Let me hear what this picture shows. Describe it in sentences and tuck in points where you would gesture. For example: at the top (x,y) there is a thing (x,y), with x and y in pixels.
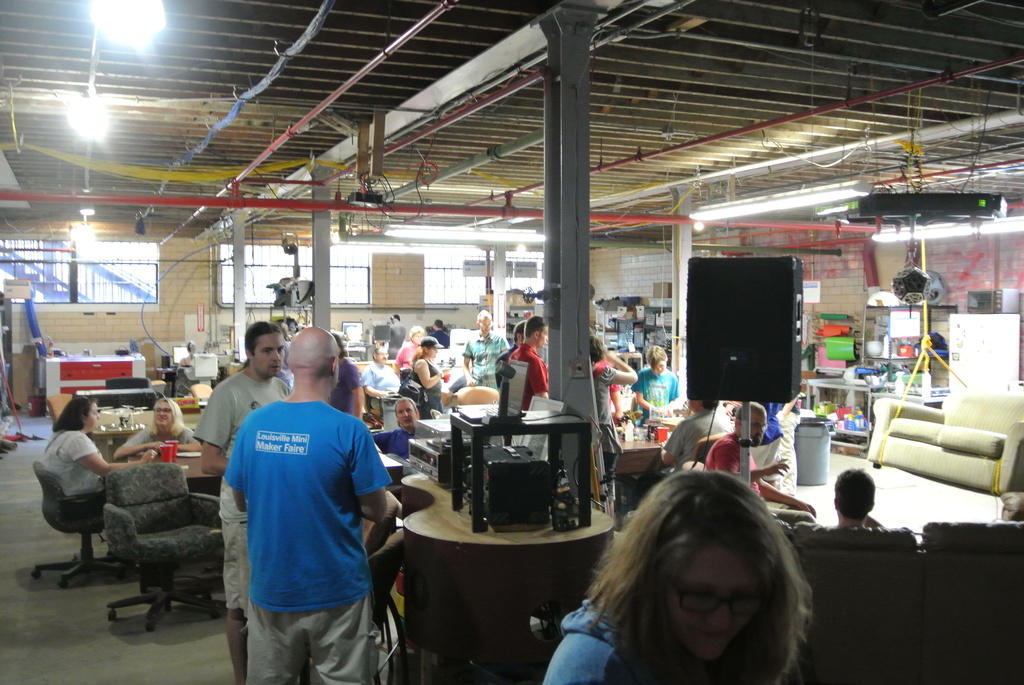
This is a picture taken in a room (402,382), there are a group of people (318,384) sitting on a chair (50,486) and some are standing on the floor (170,622) in front of these people (297,497) there is a table (421,538) on the table (444,541) there are some items (471,471). Background of these people (319,457) is a wall (165,320), window (114,295). There are ceiling lights (109,119) on the top (120,22).
